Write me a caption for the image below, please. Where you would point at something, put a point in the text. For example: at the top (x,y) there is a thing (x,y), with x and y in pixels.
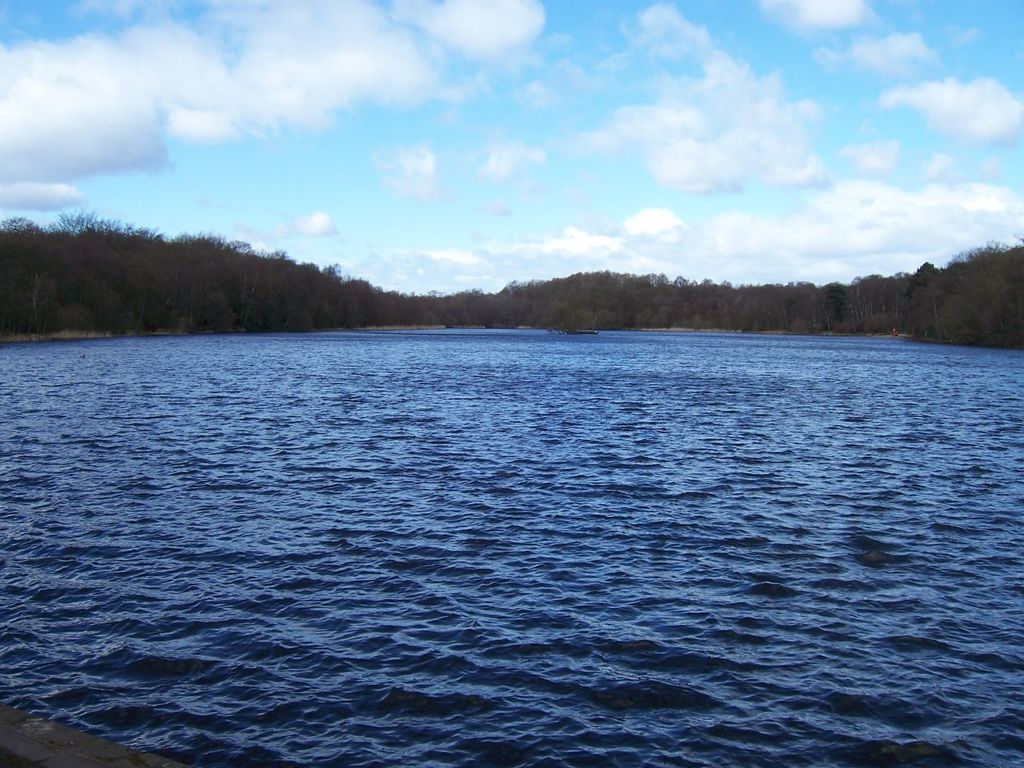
In this image I can see the water (500,460) in blue color. To the side of the water (418,350) I can see many trees (74,269). In the background (509,60) there are clouds (296,103) and the blue sky (523,108).
